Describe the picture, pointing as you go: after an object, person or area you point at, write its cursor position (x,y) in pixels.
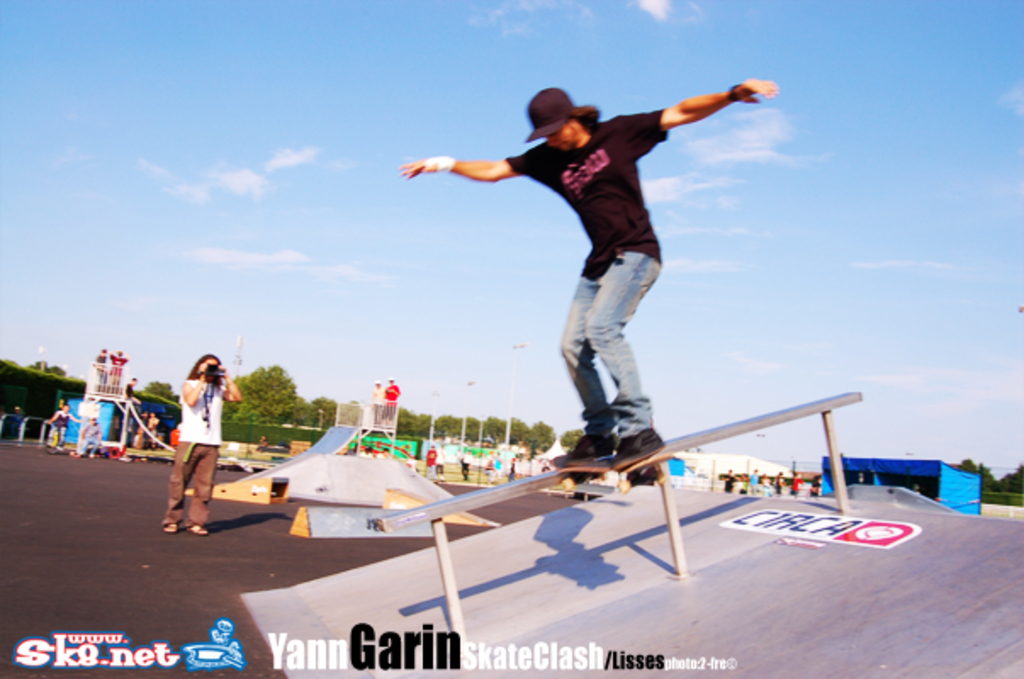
In the image there is a man (630,199) in black t-shirt (612,219) and jeans (624,270) skating on a fence (494,494) with a skateboard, on the left side (203,443) there is a person (192,429) taking pictures in camera (208,367), in the back (376,483) there is playground (278,514) with trees (422,432) in the background (282,422) and above its sky (369,391) with clouds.
